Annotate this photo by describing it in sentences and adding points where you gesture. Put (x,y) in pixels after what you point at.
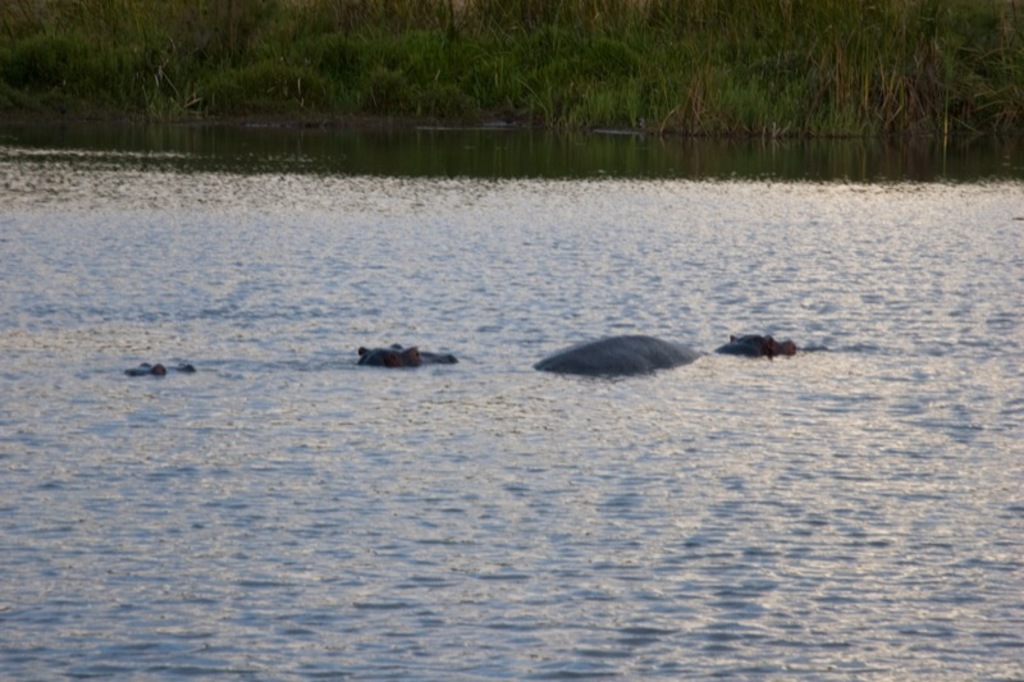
In this picture we can see some animals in the water (404,399). In the background (985,41) we can see green grass (378,36).
